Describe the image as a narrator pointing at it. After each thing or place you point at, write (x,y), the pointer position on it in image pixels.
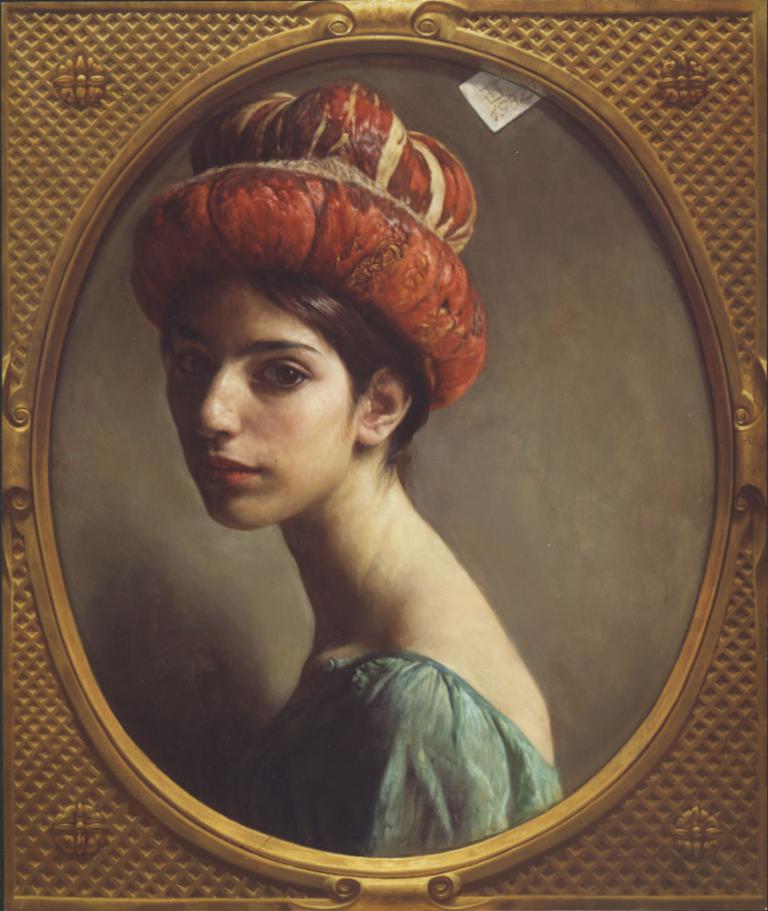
In the center of this picture (352,335) there is a picture frame (58,743) on which we can see the picture (340,680) of a person (335,536) wearing a dress (377,736) and a red color hat (363,192) and we can see the design (99,74) of some flowers (677,94) on the picture frame (254,847).
